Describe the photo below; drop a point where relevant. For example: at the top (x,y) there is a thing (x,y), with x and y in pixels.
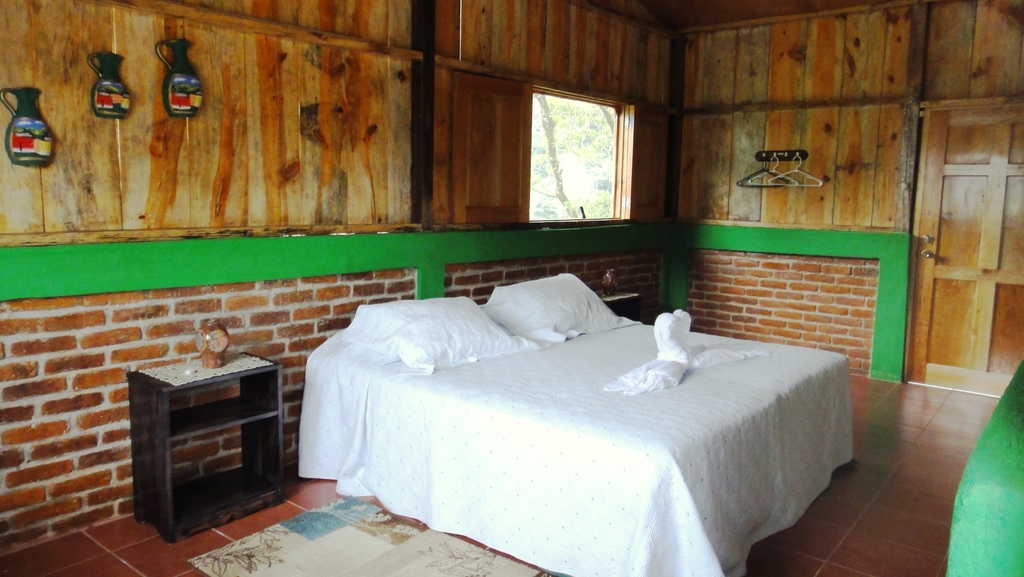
We can see cloth (495,381) and pillows (577,293) on a bed (532,429), beside the bed (319,367) we can see object (218,364) and mat (176,365) on the table (148,412). We can see mat (333,561) on the floor (202,542), kettles (128,91) and hangers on the wooden wall (202,76), door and window (619,121), through this window (578,93) we can see trees (596,188).
